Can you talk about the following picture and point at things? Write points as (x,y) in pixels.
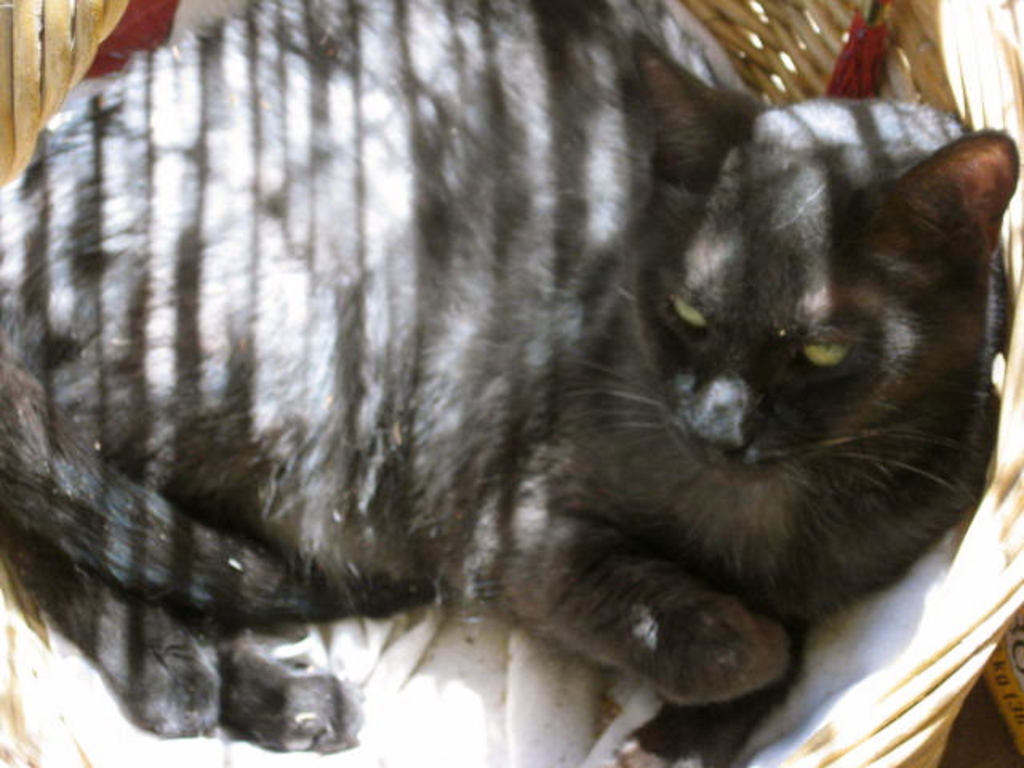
In this image, we can see a black cat (441,325) in the basket (1018,7). On the right side (1010,696) bottom corner, there is an object (1013,676).
